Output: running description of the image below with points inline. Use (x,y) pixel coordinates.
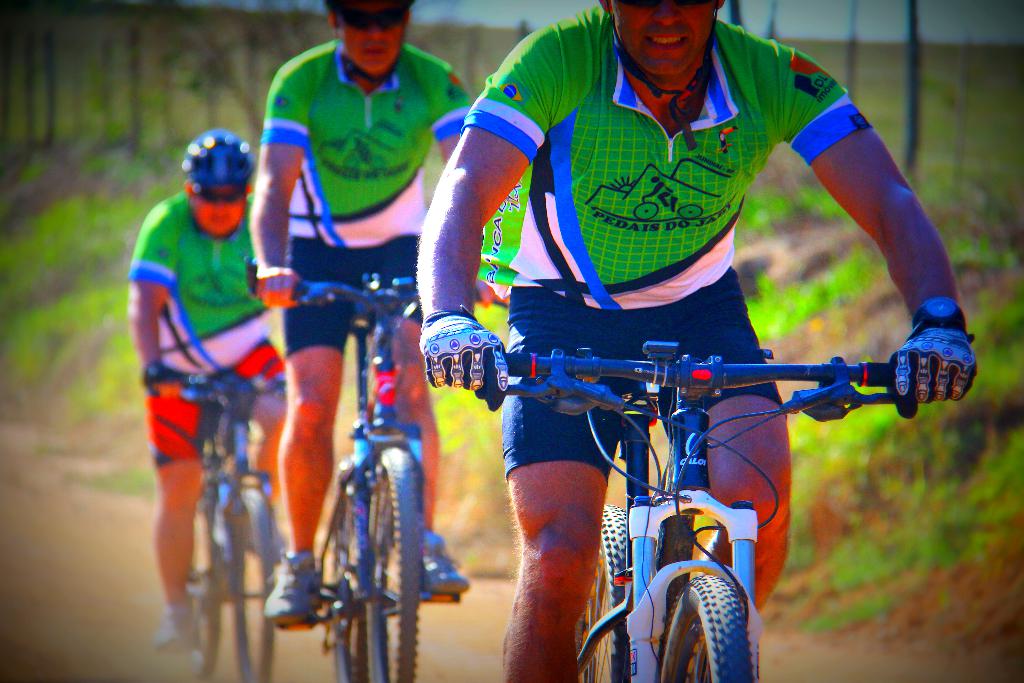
In this image we can see three persons (515,441) riding bicycles (517,375). Behind the persons (231,302) we can see the grass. The background of the image (36,568) is blurred.
